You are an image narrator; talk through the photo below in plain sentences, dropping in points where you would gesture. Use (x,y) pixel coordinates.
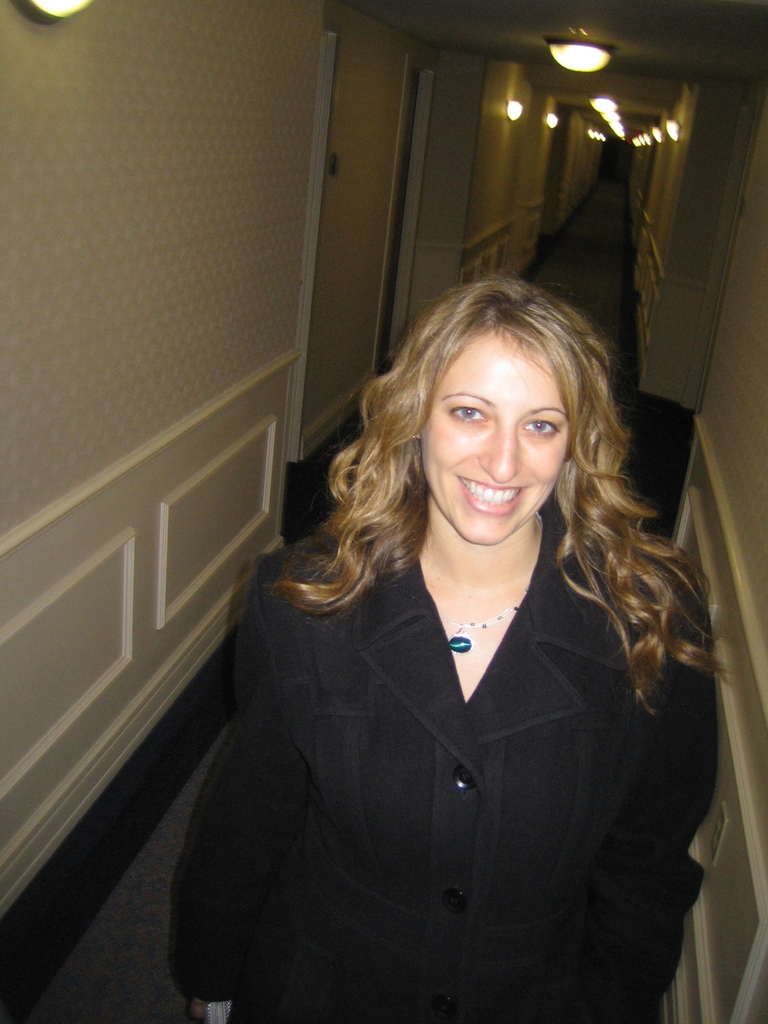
In this picture I can see there is a woman (243,756) standing and smiling and in the backdrop (336,366) there are doors (326,263) and lights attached to the ceiling (657,114).
